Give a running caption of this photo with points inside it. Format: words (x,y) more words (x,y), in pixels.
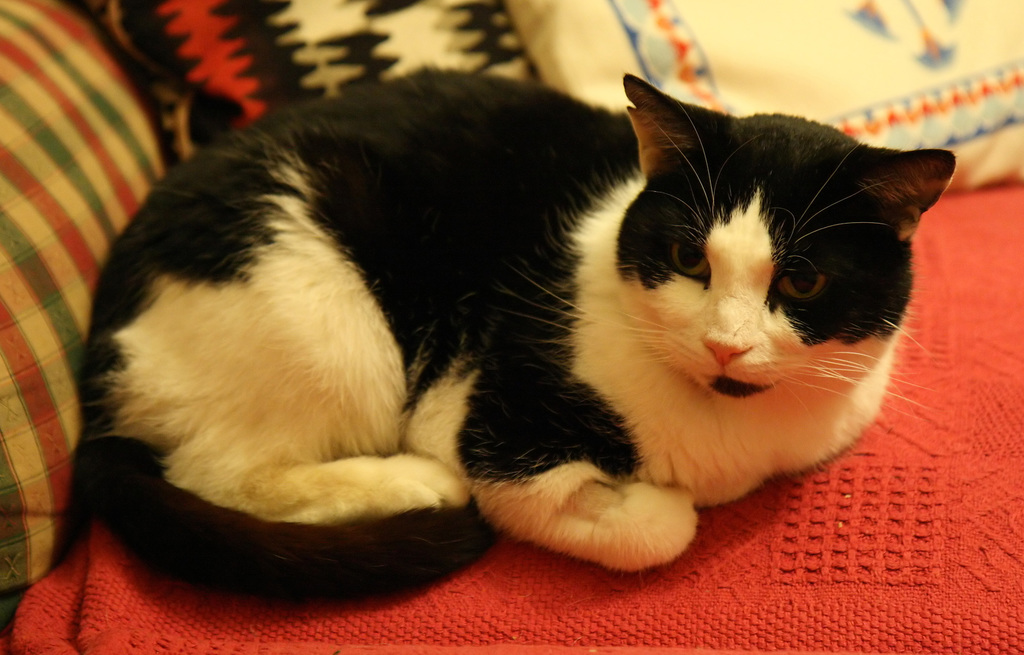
In this image I see a cat (694,132) which is of white and black in color and I see that it is on the couch (986,174) which is colorful.
